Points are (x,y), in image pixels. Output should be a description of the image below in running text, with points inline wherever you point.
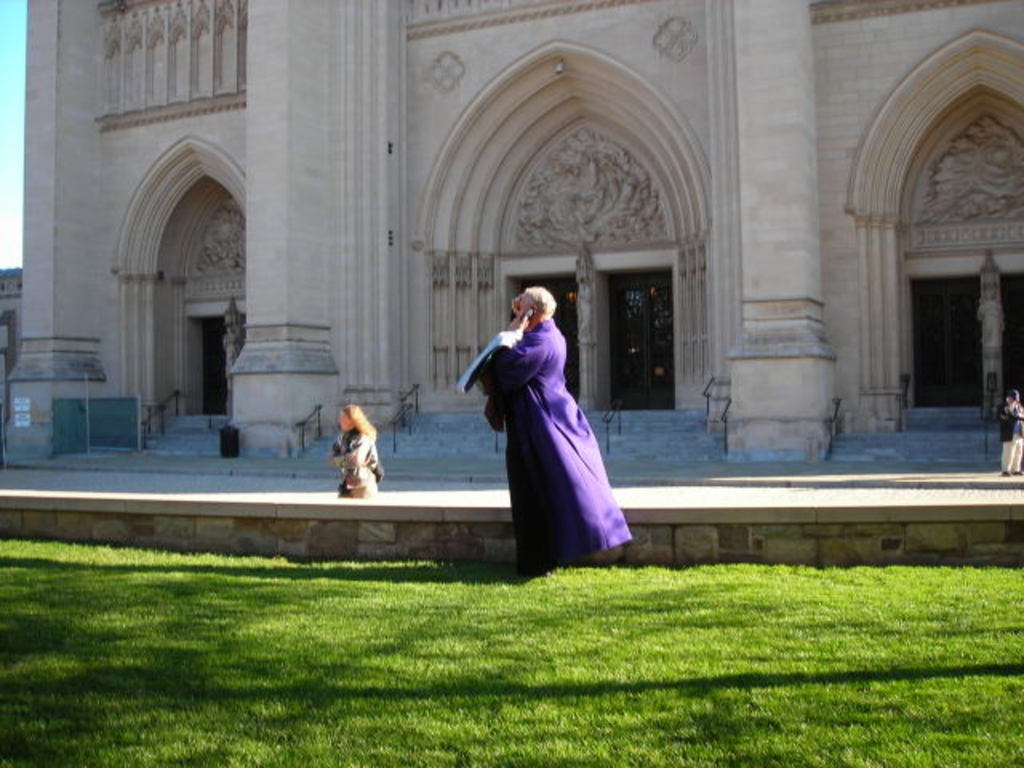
Land (479,638) is covered with grass (537,623). In-front of this building (584,77) there are people (546,446). These are doors (927,297).
